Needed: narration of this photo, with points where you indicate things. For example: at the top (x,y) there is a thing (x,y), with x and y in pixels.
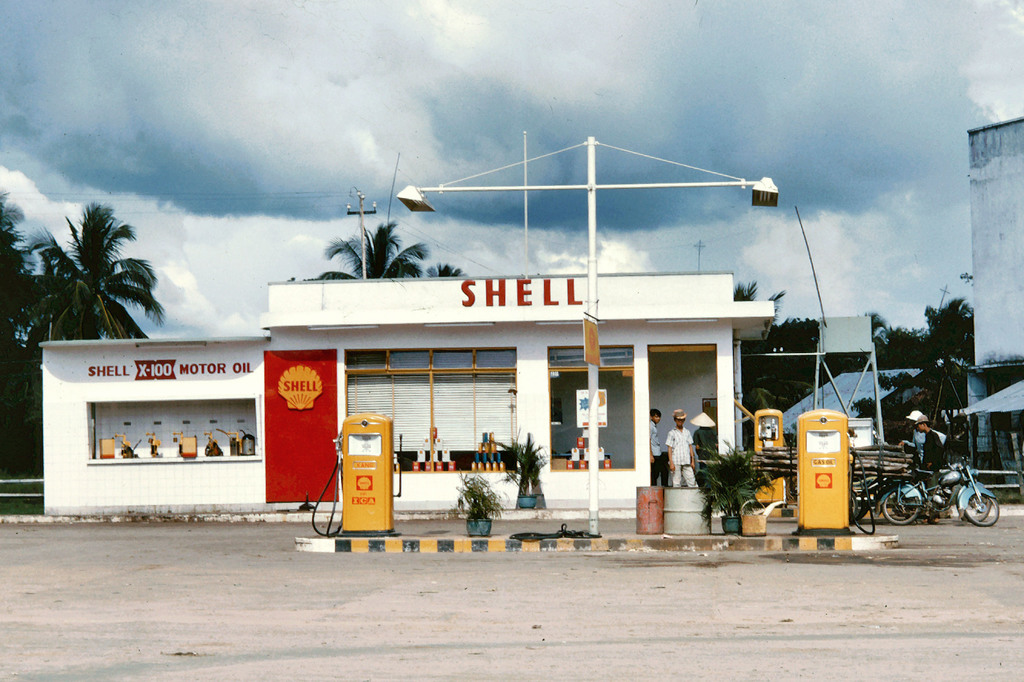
In this image we can see a petrol pump (314,506). There are many trees (92,311) and plants (736,493) in the image. There is a street light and a building (999,335) in the image.
